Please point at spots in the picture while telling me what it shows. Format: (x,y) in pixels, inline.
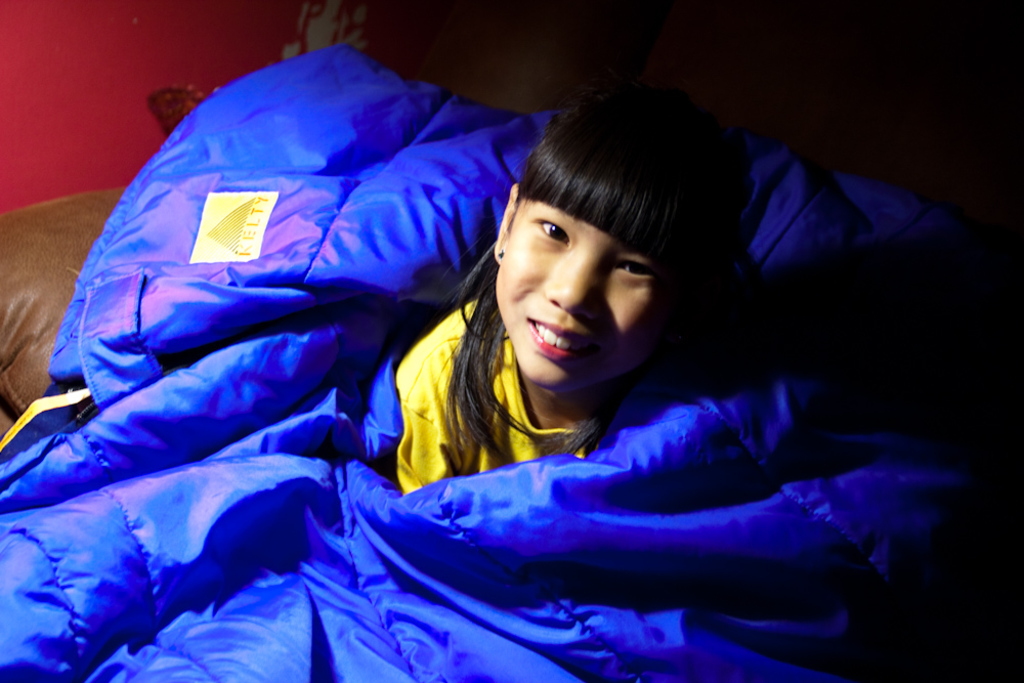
In the center of the image (505,410) we can see a girl (550,395) covered by a blanket (366,496). In the background (363,26) there is a wall (119,70).
